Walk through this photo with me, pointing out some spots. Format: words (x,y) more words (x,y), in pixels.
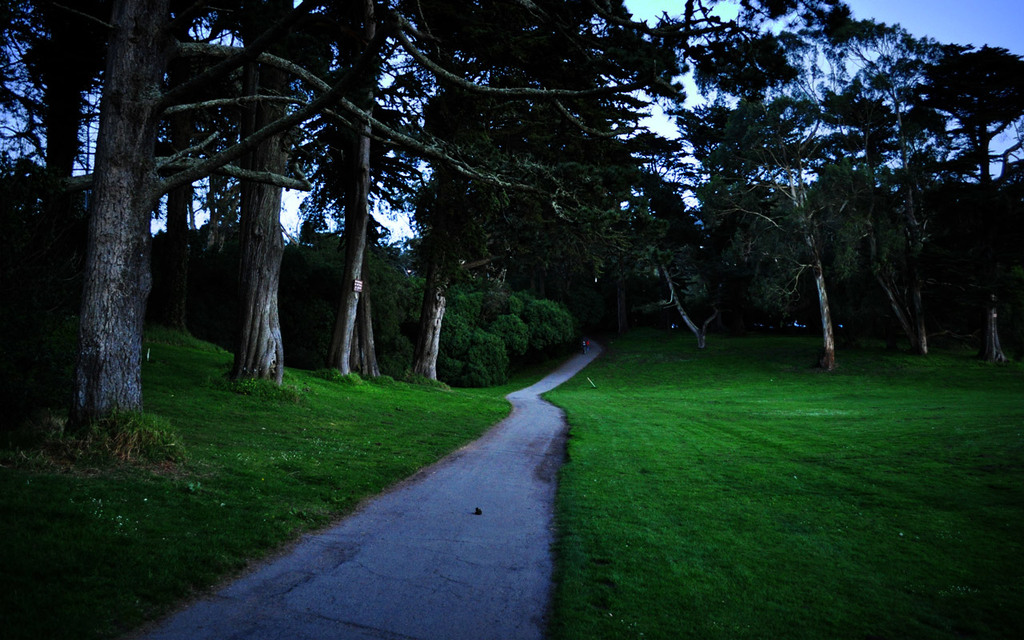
In this picture we can see some tree (596,308) and grass (736,556) beside the road (485,471).
